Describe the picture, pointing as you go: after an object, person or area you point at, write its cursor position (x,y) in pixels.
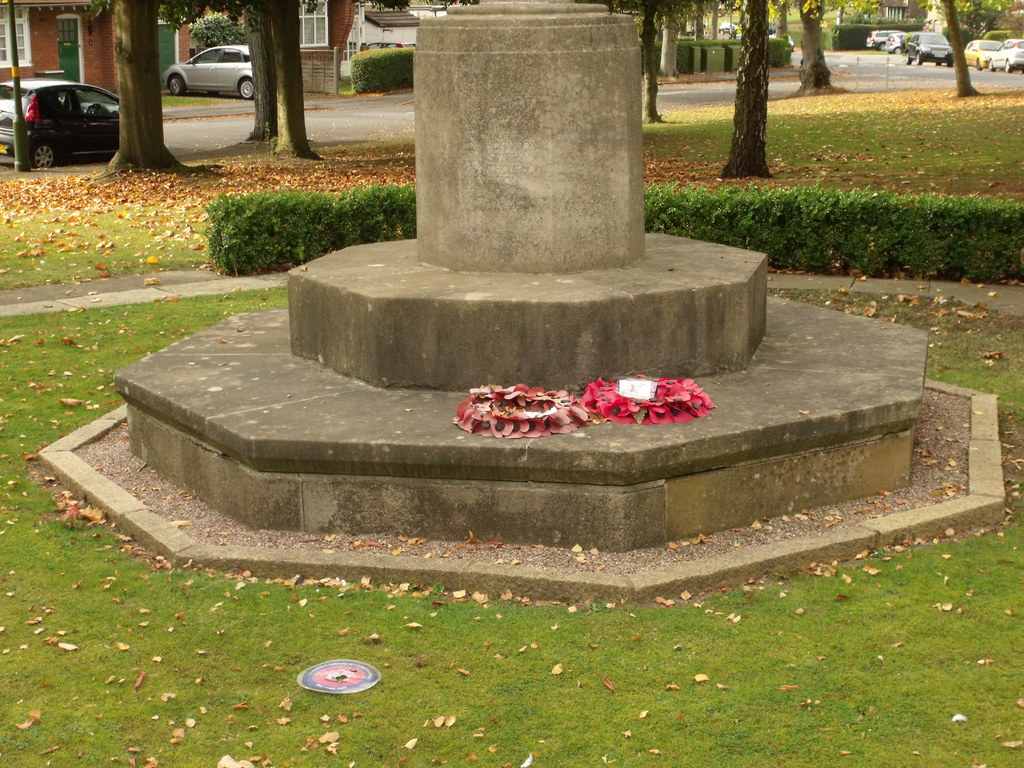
In this image, we can see a foundation stone (608,158) beside some plants (284,225). There are stems (273,73) in the top left (262,64) and in the top right of the image (751,71). There are cars (54,137) in the top left of the image (221,63).
